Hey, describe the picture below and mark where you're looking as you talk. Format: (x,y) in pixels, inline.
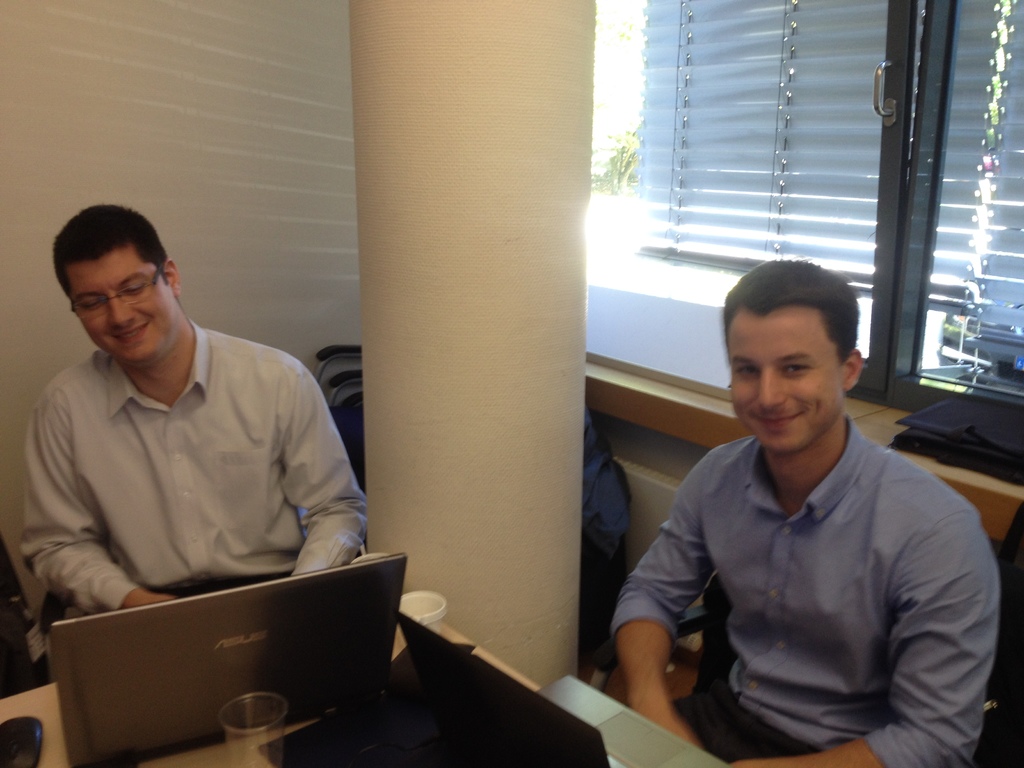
In this image I can see two men (873,552) are sitting and also I can see smile (131,334) on their faces (774,410). I can see he is wearing a specs (120,298). I can also see a laptop (197,679), a cup (434,607) and a mouse (16,724).
